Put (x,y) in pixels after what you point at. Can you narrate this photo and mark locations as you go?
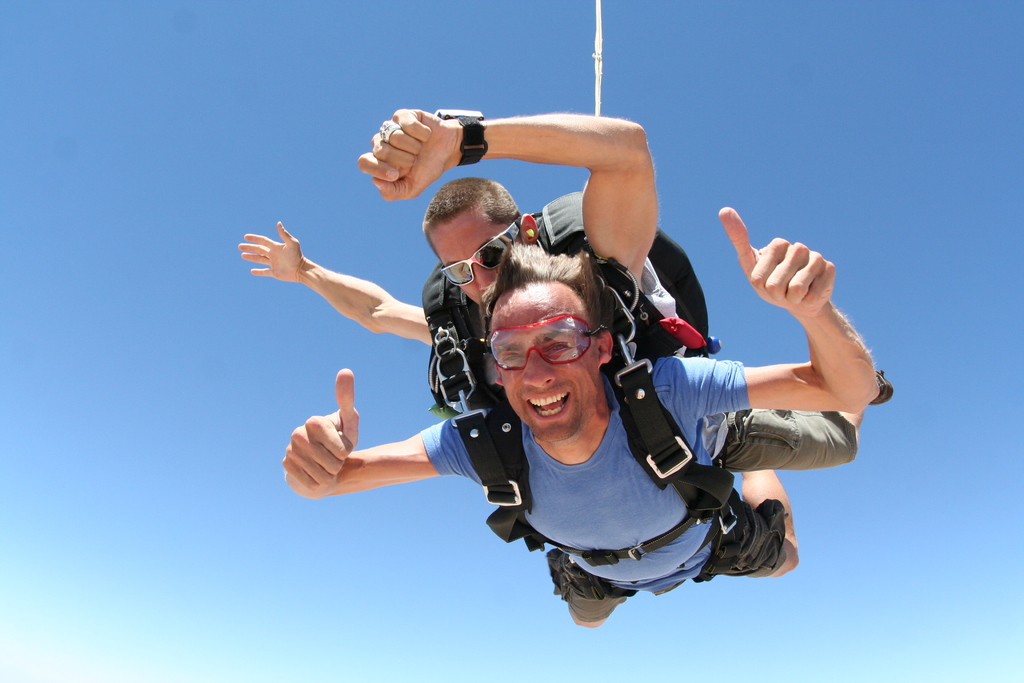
In this image I can see two people (607,357) and objects (580,324). People (491,334) are in the air. In the background of the image (695,229) there is a blue sky (423,102).
